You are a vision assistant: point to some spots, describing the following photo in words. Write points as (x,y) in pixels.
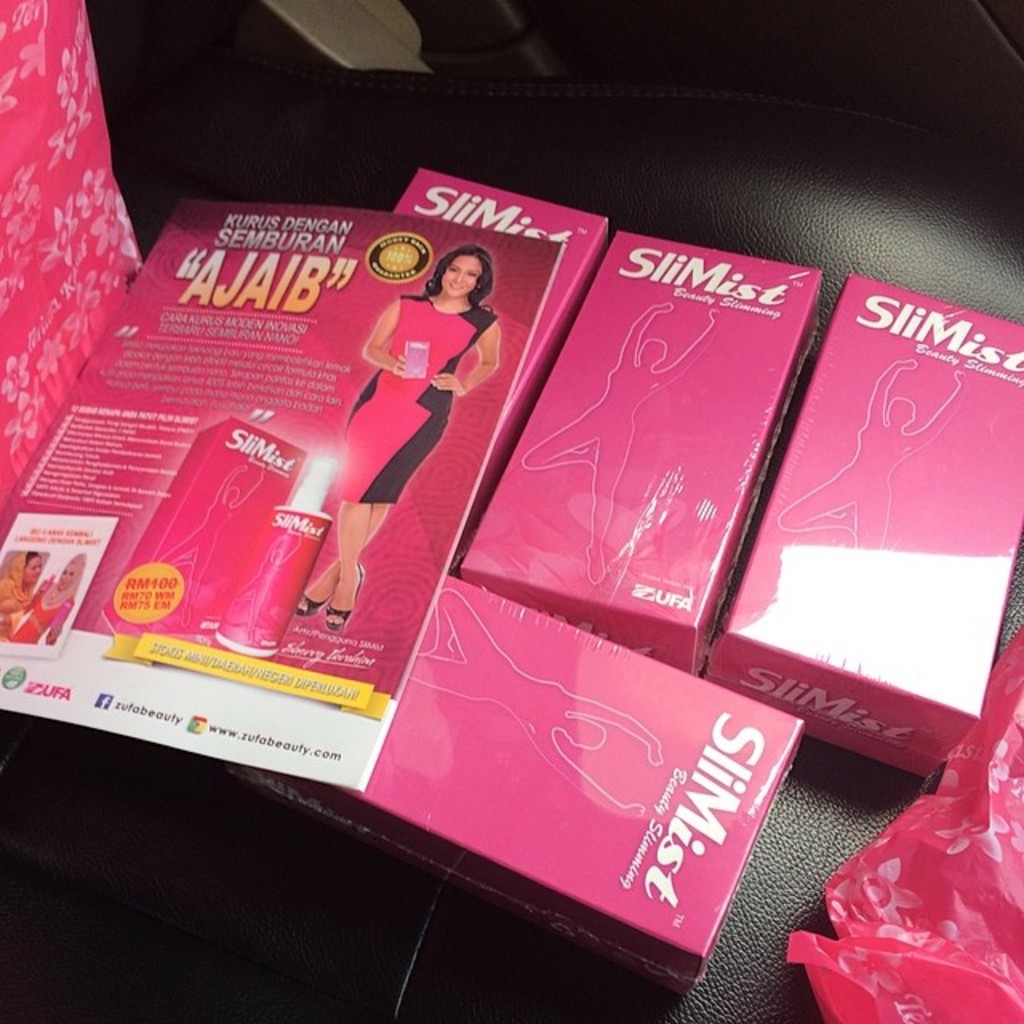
In this image I can see boxes (812,599), magazine (381,694) and covers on the seat (716,192). It looks as if the image is taken inside a car (914,244).
